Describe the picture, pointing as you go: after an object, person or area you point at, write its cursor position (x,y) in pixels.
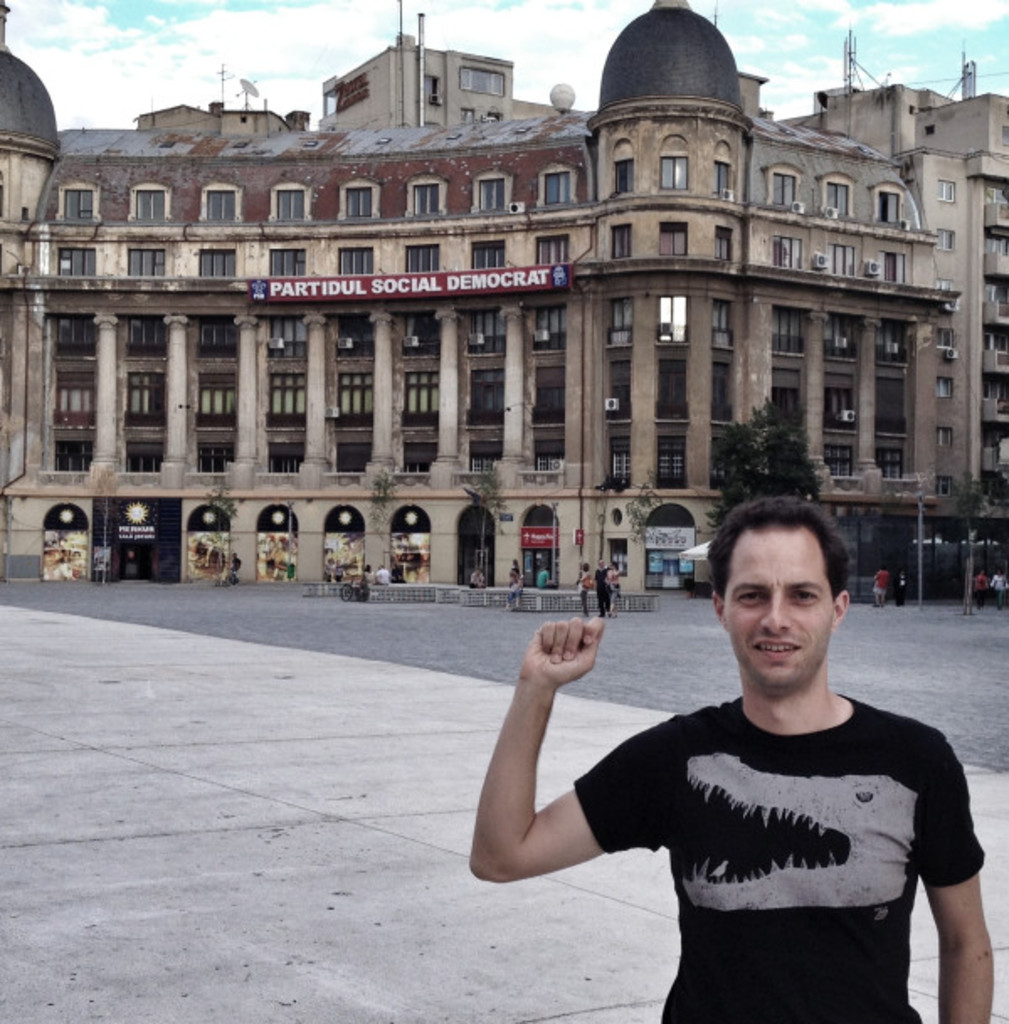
In this image we can see a building (73,475) with windows (367,416). We can also see the sign boards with some text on them, some people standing on the ground (713,649), some poles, an antenna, a dish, some wires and the sky (743,38) which looks cloudy. In the foreground (785,649) we can see a man (759,865) standing.
